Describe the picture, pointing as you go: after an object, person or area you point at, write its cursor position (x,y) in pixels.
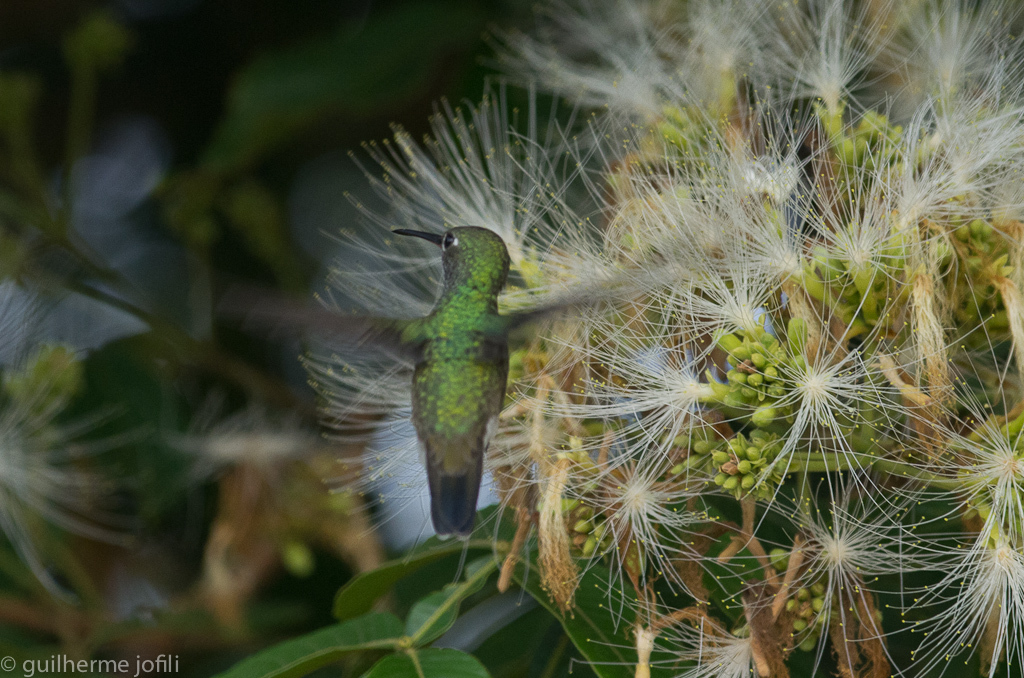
In the foreground of this image (528,370), there is a bird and seems like flowers (884,280) behind it.
